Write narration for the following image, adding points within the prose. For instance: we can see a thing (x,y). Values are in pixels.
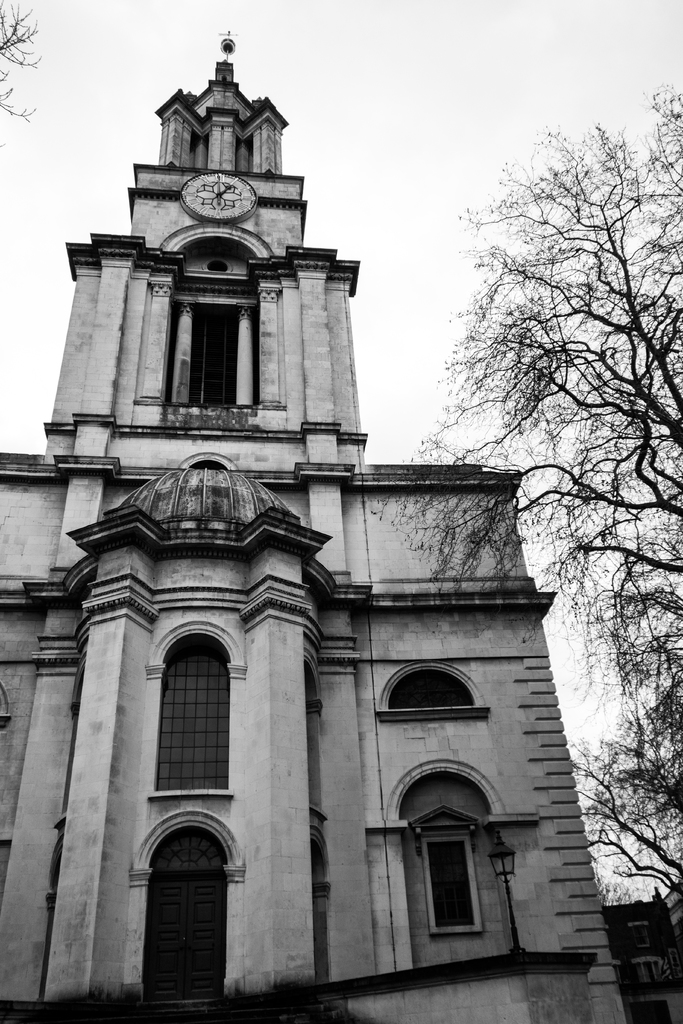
In the picture we can see a historical building (323,796) and beside it, we can see a tree (603,687) which is dried and behind it we can see a sky (382,448).
